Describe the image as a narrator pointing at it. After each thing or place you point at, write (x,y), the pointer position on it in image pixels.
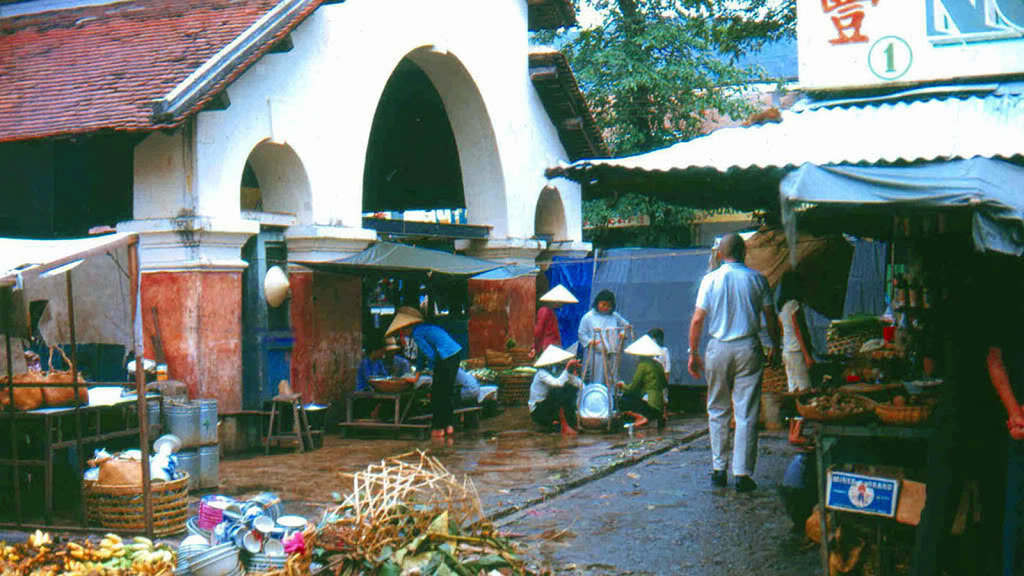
On the right side (759,305) a man (748,420) is walking, there is a tent (1005,198). On the left side (70,189) there is a house (453,198). In the middle (609,211) there is a tree (729,88).
